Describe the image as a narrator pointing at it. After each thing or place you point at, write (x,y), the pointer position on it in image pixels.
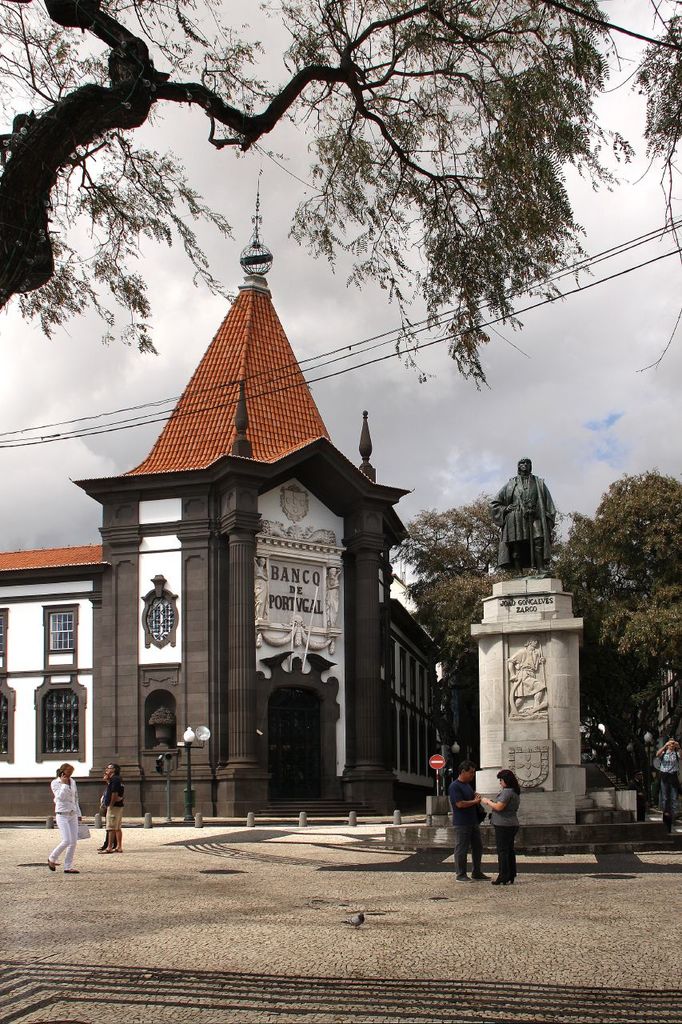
In this image I can see few people (464,768) are standing. On the right side of the image (650,718) I can see few sculptures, few trees (602,712) and on the left side of the image (189,810) I can see a building (271,598), a pole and a light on it. I can also see something is written on the building (369,665). In the centre of the image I can see a red colour sign board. On the top side of the image (409,288) I can see few wires (157,414), clouds (293,305), the sky (399,433) and a tree (99,324).
